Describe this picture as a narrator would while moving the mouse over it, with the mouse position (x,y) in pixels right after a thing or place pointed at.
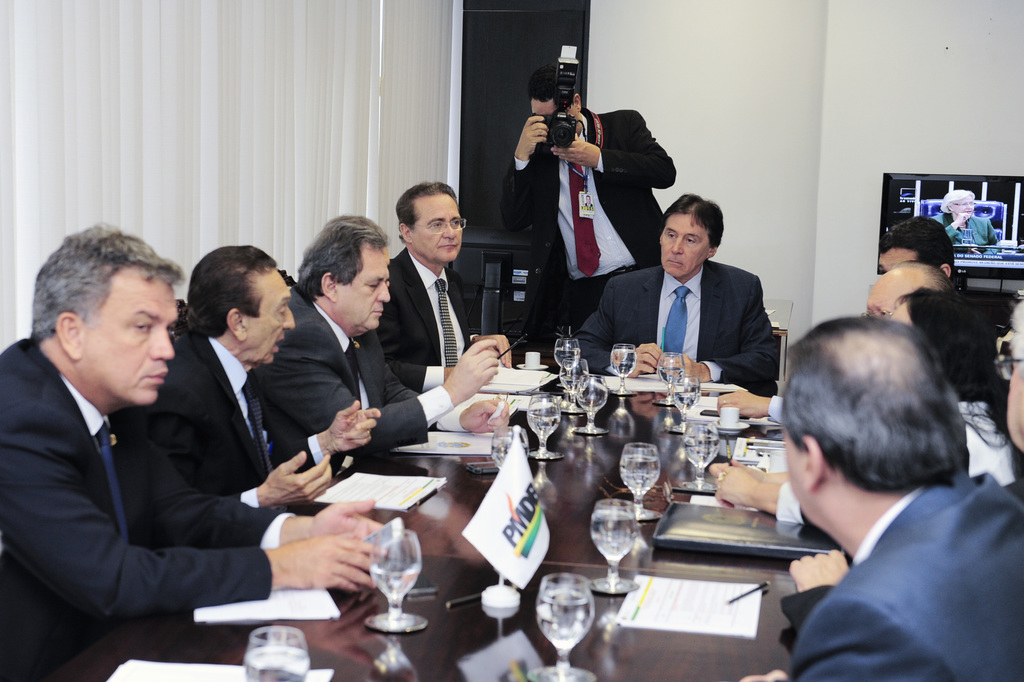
There are group of people (834,438) sitting in chairs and there is a table (594,445) in front of them which has papers (407,480) and glass of water (627,535) on it and there is another person (599,170) standing and holding a camera (565,105) in the background (592,166).
